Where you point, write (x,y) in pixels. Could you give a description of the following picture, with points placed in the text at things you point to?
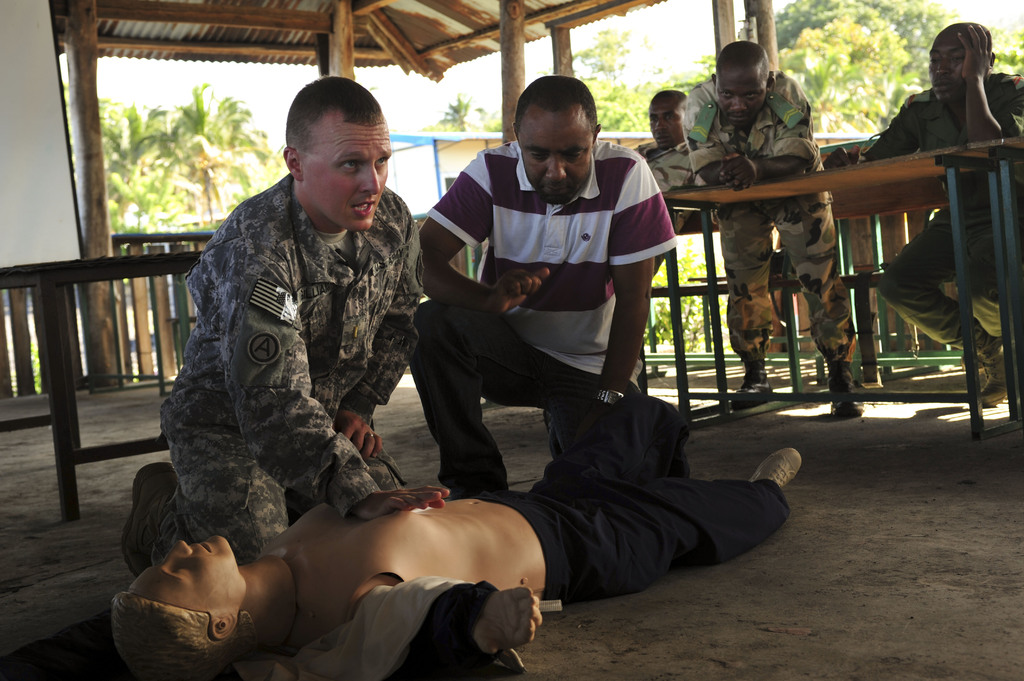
Here I can see a toy (489,530) which is looking like a person (386,548). It is placed on the ground (642,622). Beside there are two men (453,269) sitting and speaking. On the right side (843,155) there are three persons (760,139) sitting on the benches (724,190) and looking at these men (502,236). On the left side (36,197) there is a board (43,249) and a fencing (123,285). In the background (219,143) there are many trees (615,108), a house (441,148) and also I can see the sky (649,35). At the top of the image (321,28) I can see the roof (253,20).
